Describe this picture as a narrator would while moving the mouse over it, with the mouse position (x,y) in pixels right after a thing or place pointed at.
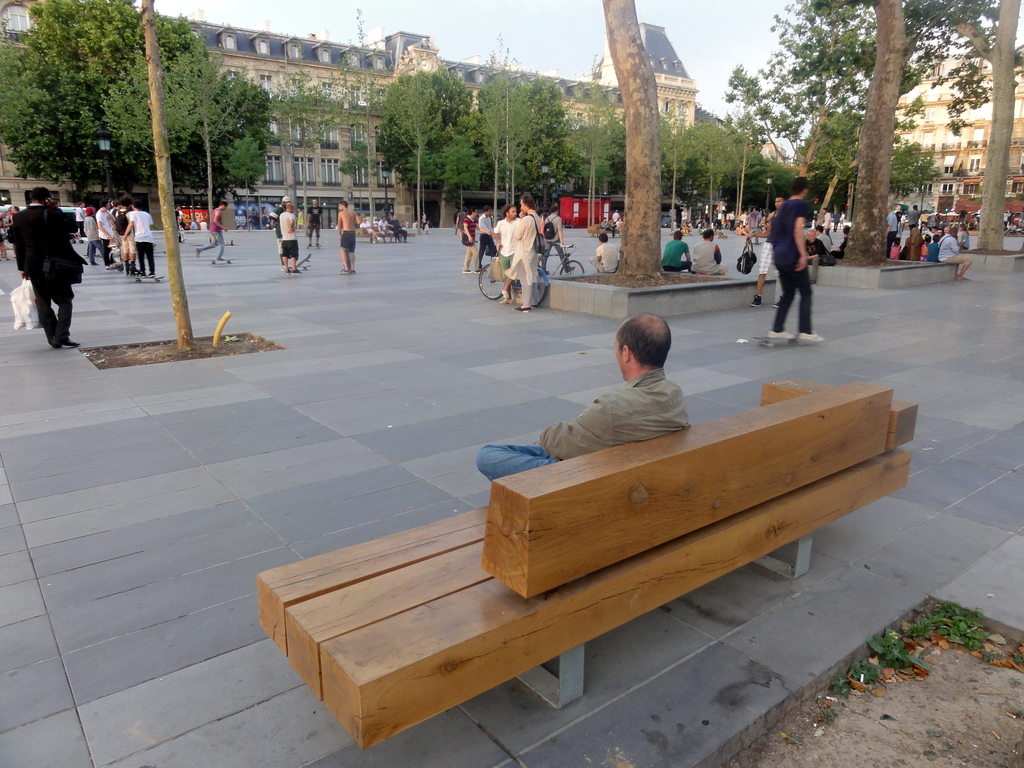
This image is clicked outside on the square (750,387). There are many people (49,271) in this image. In the front (534,577), the man (573,450) is sitting on a bench (491,534). In the background (251,214), there are many trees (489,170) and buildings (927,136).
